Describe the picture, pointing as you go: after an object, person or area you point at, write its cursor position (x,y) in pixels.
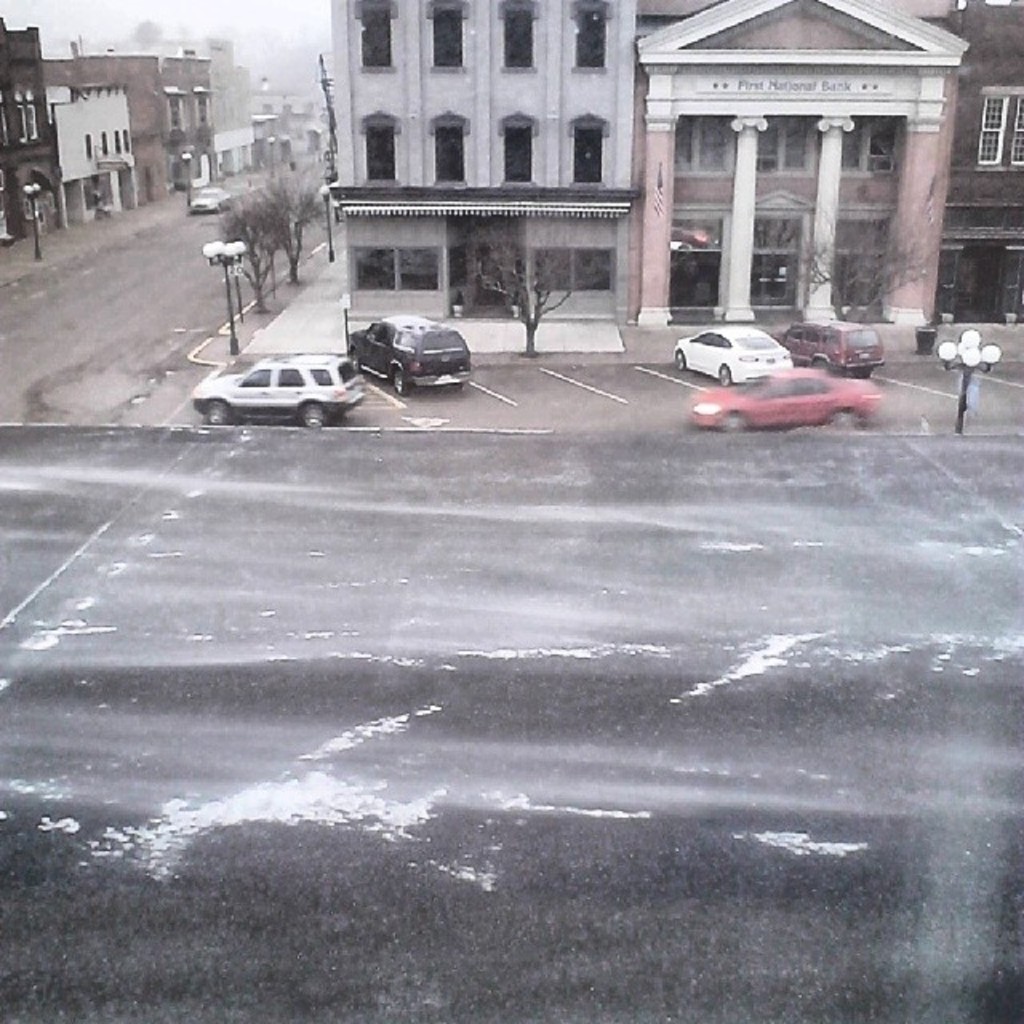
This completely an outdoor picture. There are many buildings (488,206). The pillars (744,210) are in white color. In-front of this building (738,148) vehicles (355,361) are at parking area (916,370). Pole (961,363) with light (967,351). Windows (998,141) are with this building (929,222). Far there are bare trees (286,242). Vehicles (299,385) are travelling at road (214,414).
